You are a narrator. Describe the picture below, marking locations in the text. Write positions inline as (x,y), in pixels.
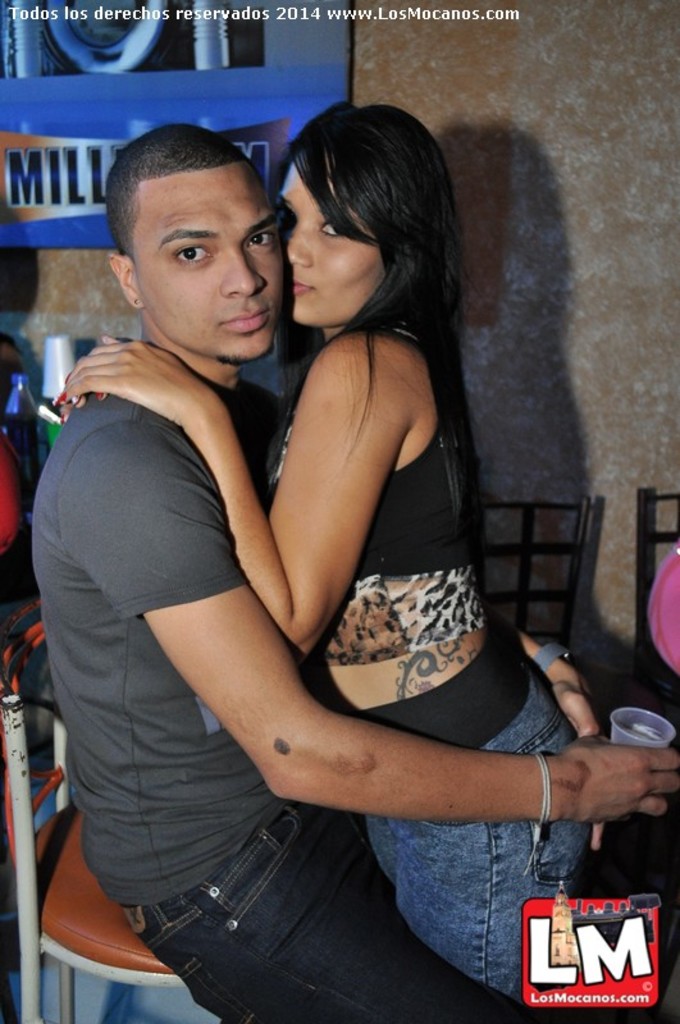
In this image there are persons (217,646) standing and sitting. In the background (525,578) there are chairs (528,568) and there is a wall (544,249) and on the wall (558,253) there is a board (40,177) with some text (55,197) written on it and in front of the wall (68,302) there are objects (23,416) and the man (83,649) is holding a glass (627,734) and sitting.
